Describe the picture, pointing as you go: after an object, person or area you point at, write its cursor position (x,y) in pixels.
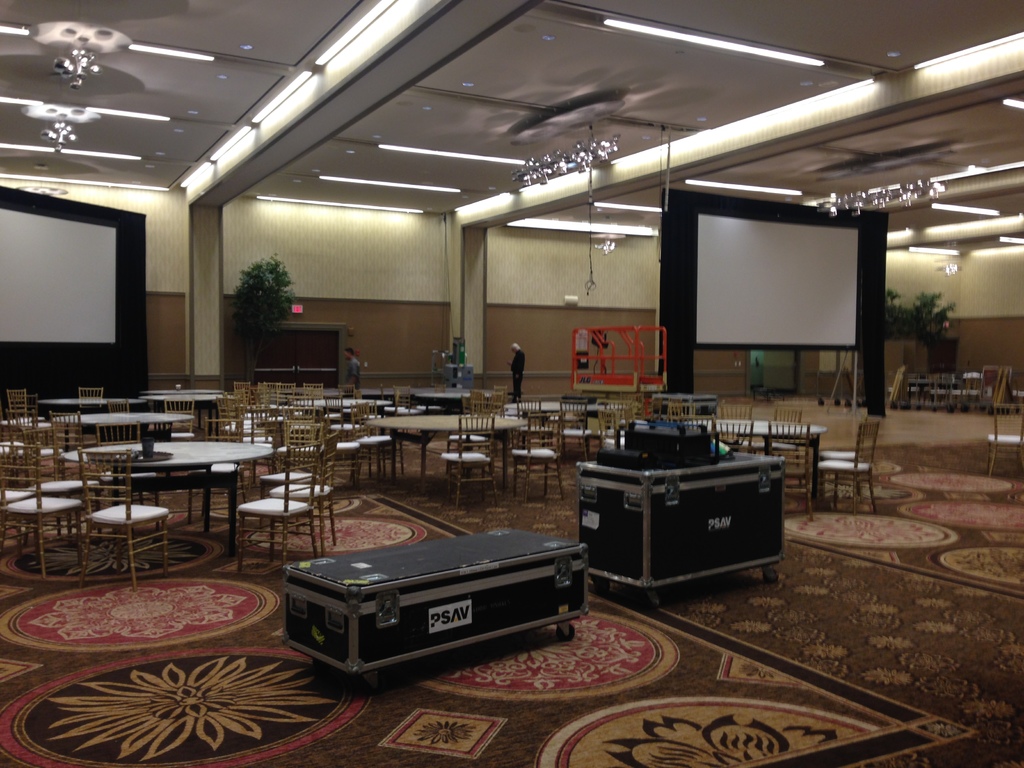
In this picture we can see the inside view of a hall (361,482). These are the tables (413,419) and chairs (264,500). And there is a plant (254,285). Here we can see a screen (748,311). This is the wall (512,235) and these are the lights (896,55).
